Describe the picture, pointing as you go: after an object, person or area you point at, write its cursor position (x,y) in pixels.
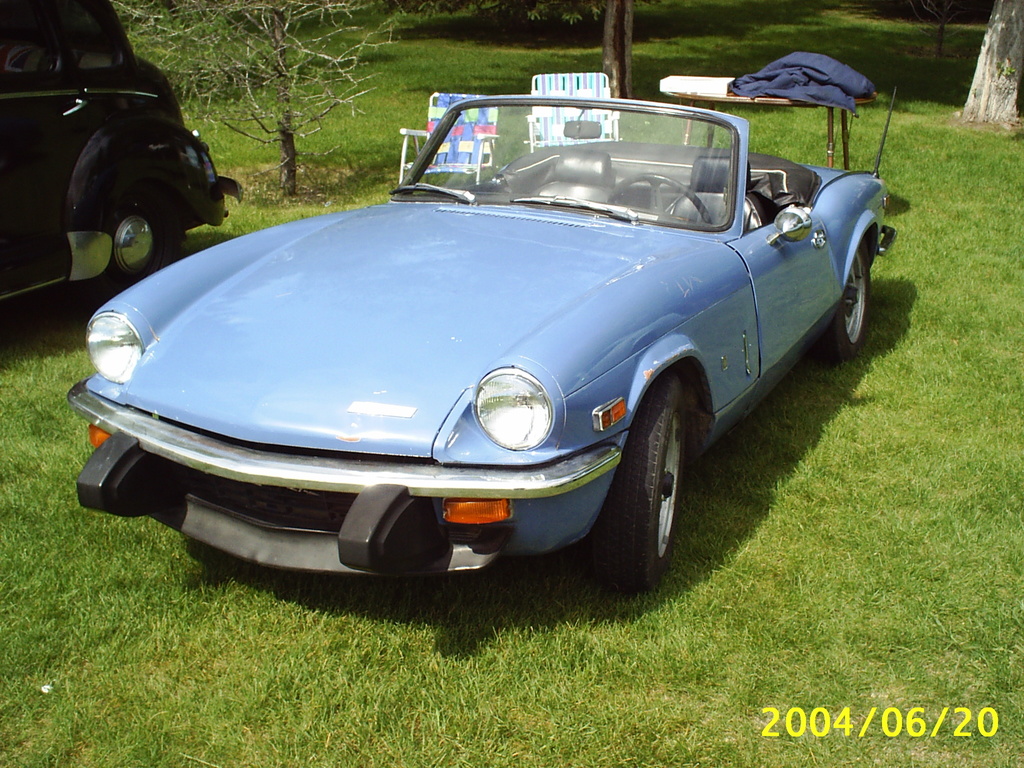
In this image, this is a car (575,343), which is blue in color. There are two chairs (557,84). I can see a table (768,100) with a blanket (778,90) on it. These are the tree trunks (624,31). This looks like a small tree (326,84). Here is the grass (314,145). At the left side of the image (52,173), I can see another car (78,127), which is black in color. This is the watermark (865,728) on the image.
